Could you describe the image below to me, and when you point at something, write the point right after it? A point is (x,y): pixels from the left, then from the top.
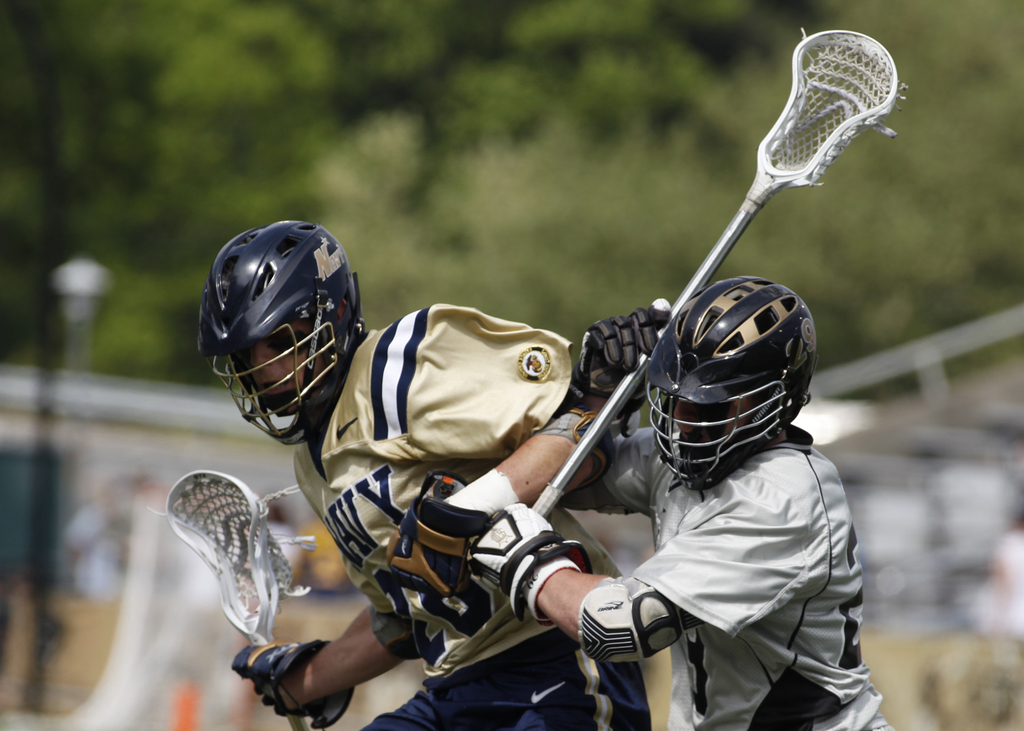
In this image we can see two people (557,652) holding lacrosse sticks (788,155). In the background (423,243) there are trees (626,212).
